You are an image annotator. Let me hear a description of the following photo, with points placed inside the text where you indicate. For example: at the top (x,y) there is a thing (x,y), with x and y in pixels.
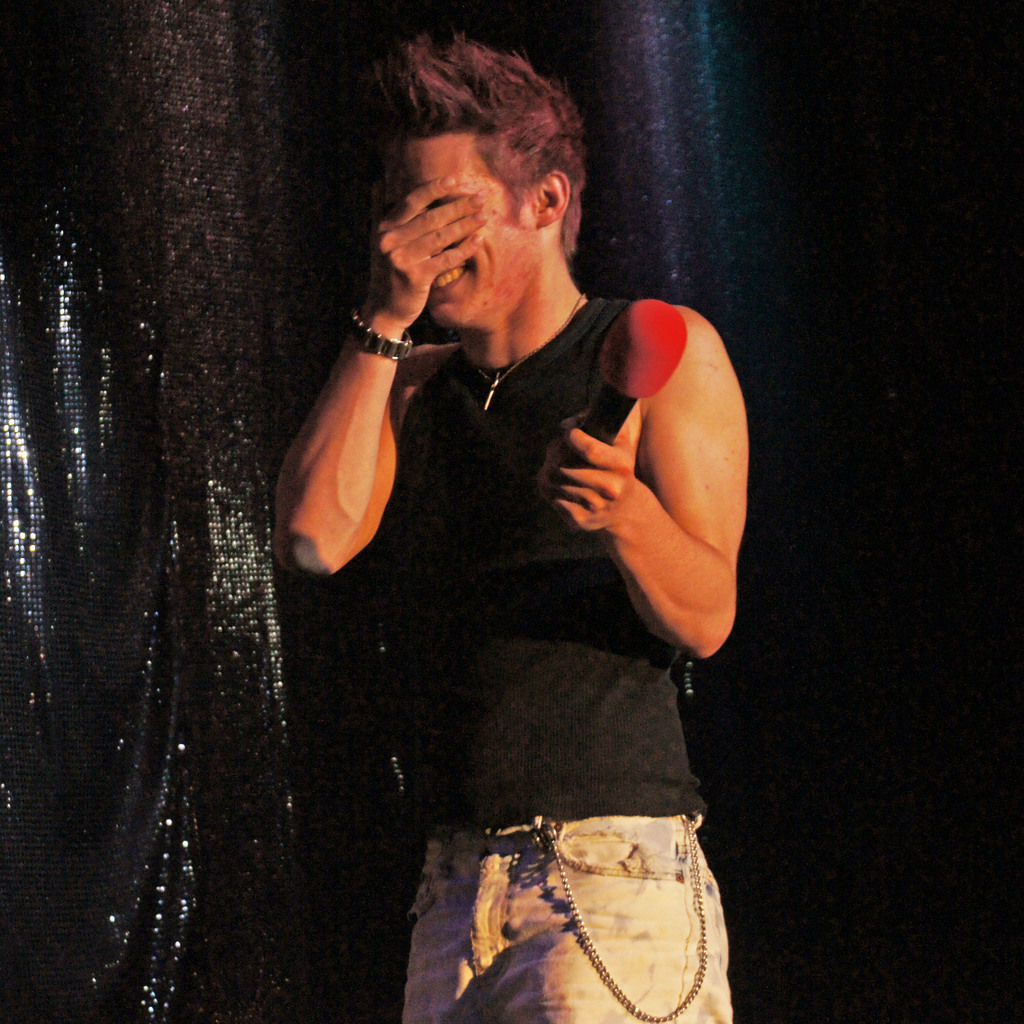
In this image I can see a man (731,396) is standing, I can also see he is holding a mic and I can see smile (450,277) on his face (471,300). He has covered his face (452,307) from his hand (424,284).
